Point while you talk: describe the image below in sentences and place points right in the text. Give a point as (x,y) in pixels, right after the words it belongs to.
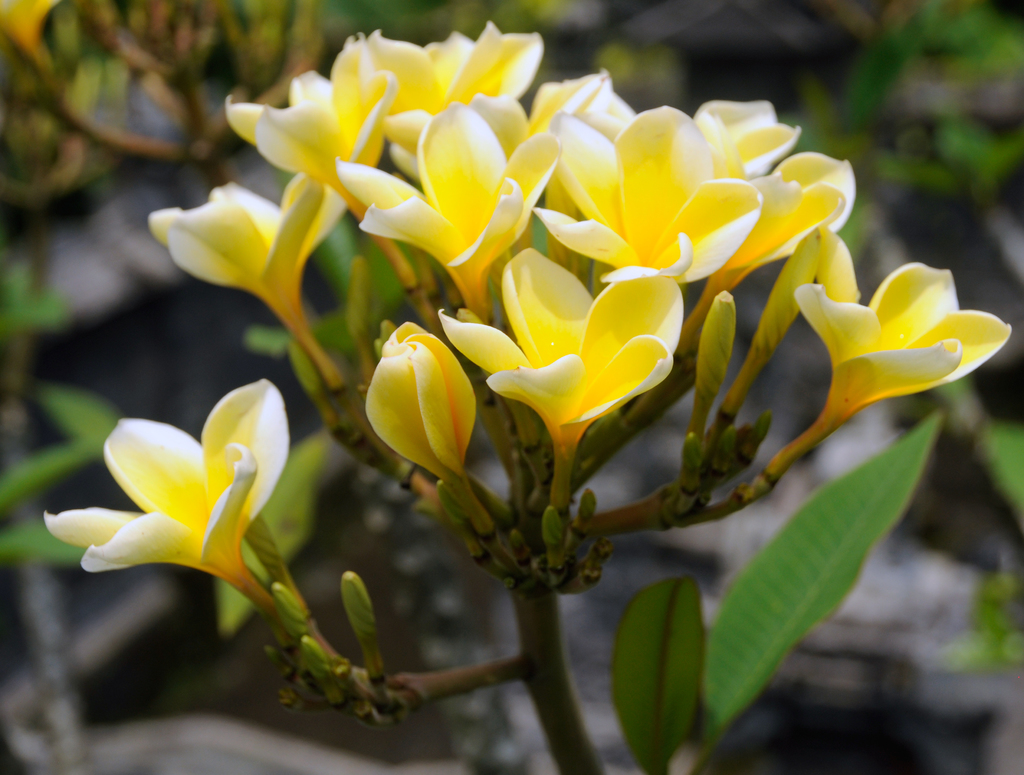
In this image I can see flower plants (513,340). These flowers (476,344) are yellow in color. The background of the image (488,459) is blurred.
